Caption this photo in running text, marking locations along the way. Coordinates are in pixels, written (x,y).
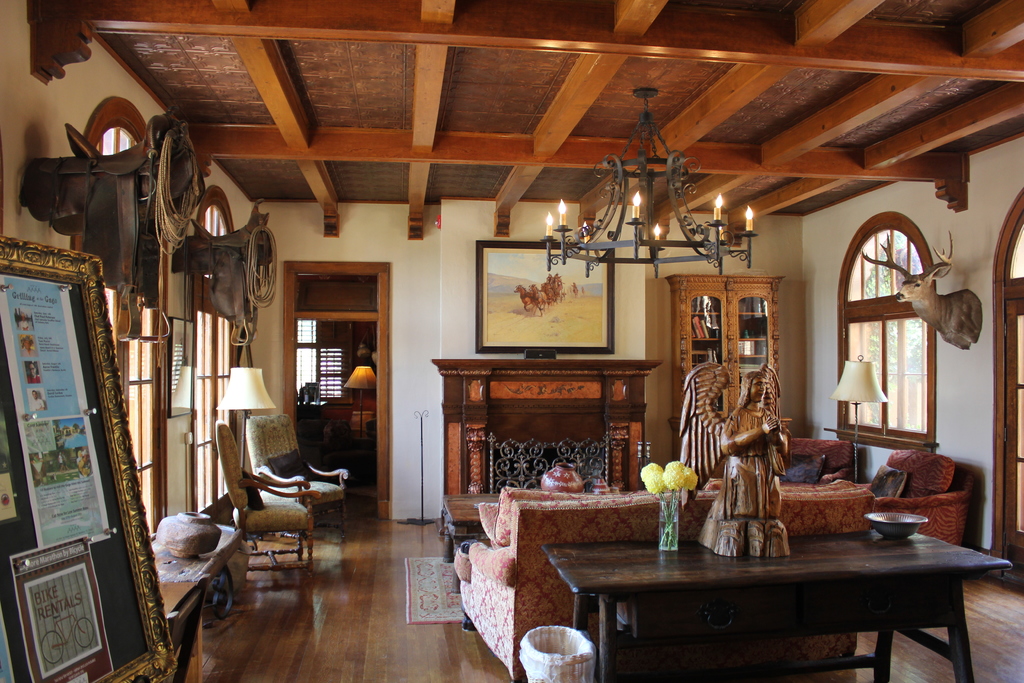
The picture is taken in a room (255,671). On the left (251,514) there are chairs (222,435), windows (161,386), table (179,575), frame (58,270) and other objects (179,205). On the right (1017,345) there are couches (907,471), windows (908,357), doors (1010,420) and other objects (939,306). In the center of the picture (515,331) there are couches (577,516), tables (731,600), sculpture (763,400), flowers (688,476) and frame (518,286). In the background (347,387) there is a room (328,379), in the room (339,405) there are window (338,371) and lamp (360,379). To the ceiling (453,173) there is a chandelier (613,205).
